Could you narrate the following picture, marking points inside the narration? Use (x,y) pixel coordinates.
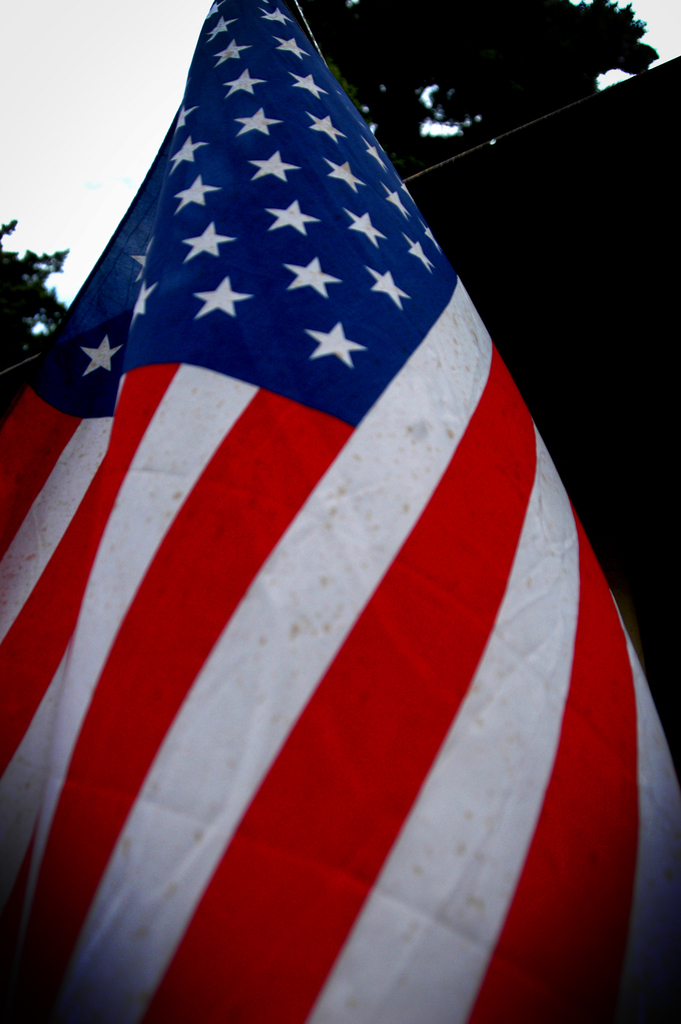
In the picture we can see a United States of America national flag (560,818) and behind it we can see some trees (467,129) and sky (104,35).
